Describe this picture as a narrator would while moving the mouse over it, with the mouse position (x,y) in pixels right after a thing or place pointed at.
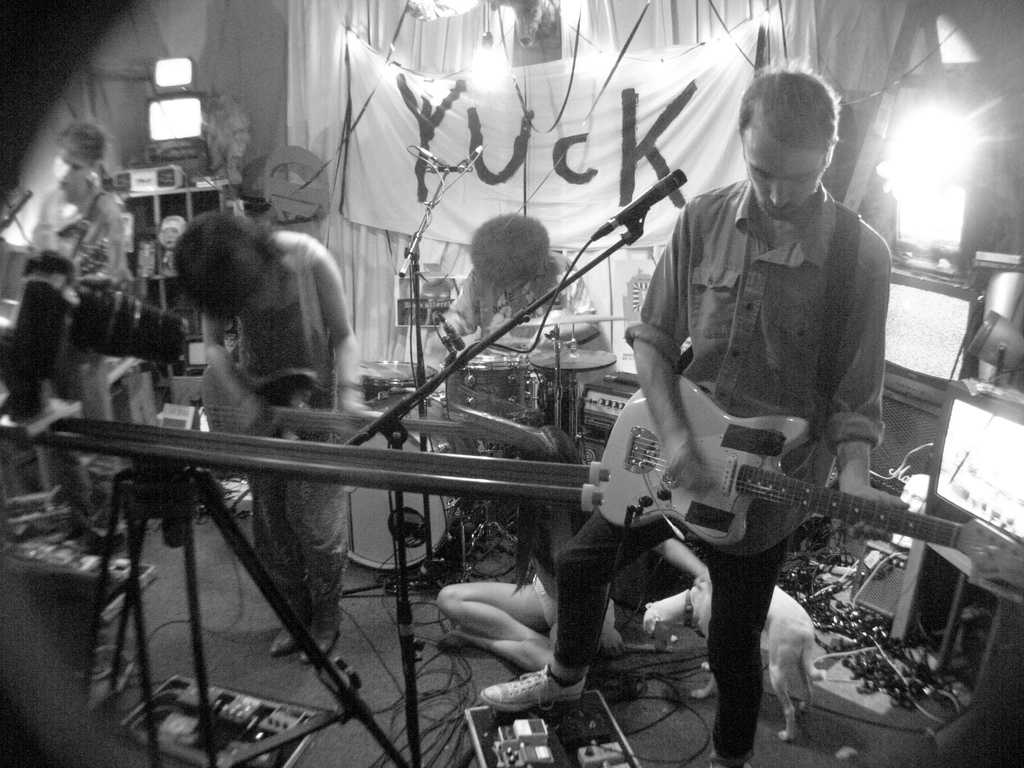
This is a black and white picture, in this picture there are multiple people (775,304) who are playing the music instruments (230,400). Backside of this people (648,345) there is a banner (374,144) which is in white color on the banner (450,121) it is written as a yuck and is hanging on the roof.
